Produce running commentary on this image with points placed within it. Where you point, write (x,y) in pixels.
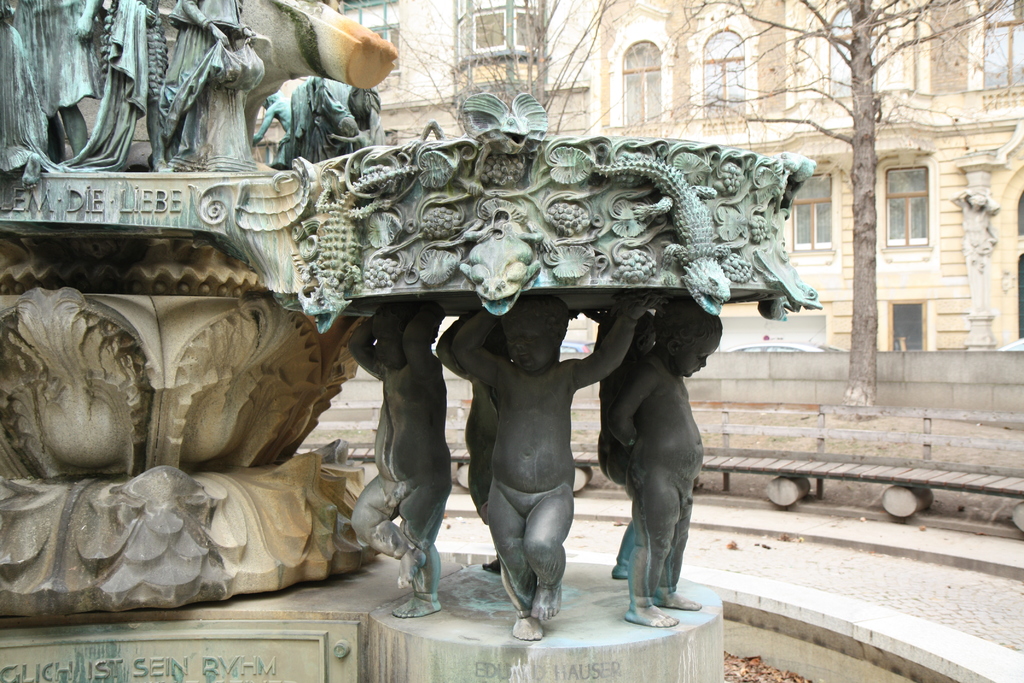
In the foreground of the picture (318,345) there is a sculpture (433,282) and there are dry leaves (744,679). In the center of the picture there are trees (851,390), wall (814,389) and wooden object (863,461). In the background (888,255) there are cars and buildings (815,103).
